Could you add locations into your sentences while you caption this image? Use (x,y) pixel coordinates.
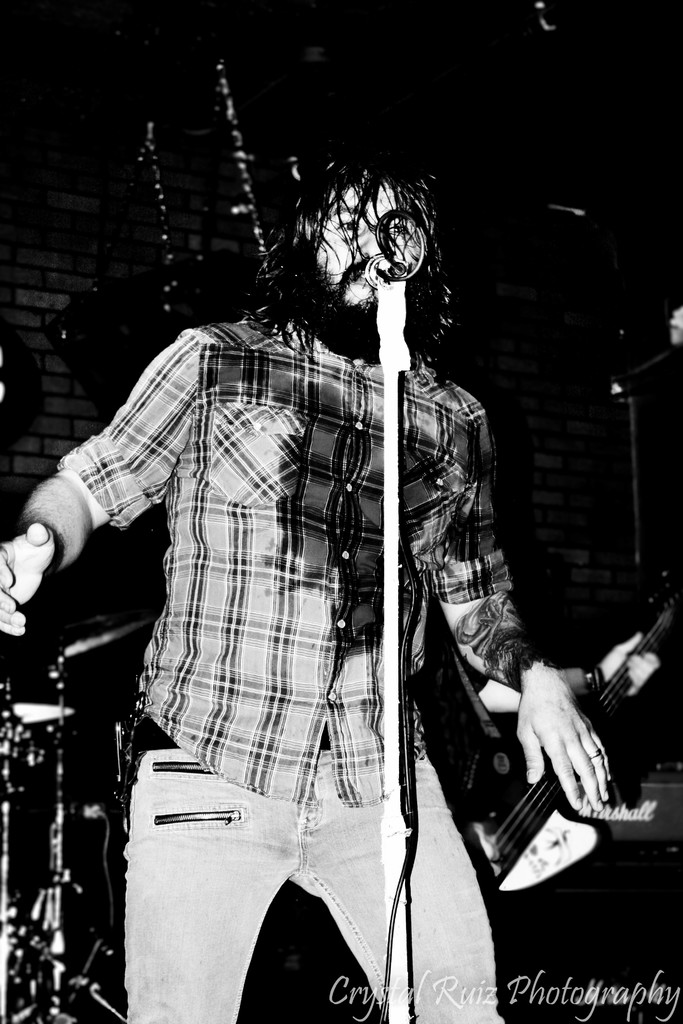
In this picture there is a man (333,364) who is singing. There is a mic (379,330) and other musical instruments (42,707) at the background (58,846). There is a guitar (516,847).
